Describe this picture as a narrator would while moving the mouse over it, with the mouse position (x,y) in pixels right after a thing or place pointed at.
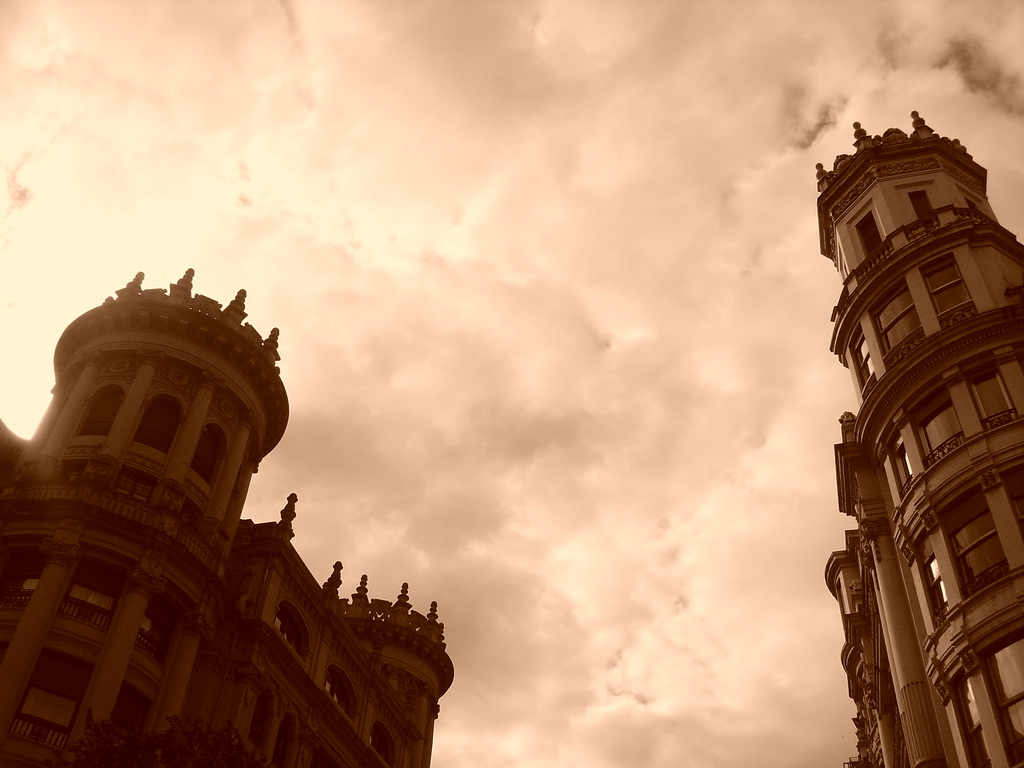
In the picture we can see a two historical construction building (56,739) on the either sides with windows (1023,692), and some designs (869,533) on it and in the background (697,725) we can see a sky (478,253) with clouds (468,449).
